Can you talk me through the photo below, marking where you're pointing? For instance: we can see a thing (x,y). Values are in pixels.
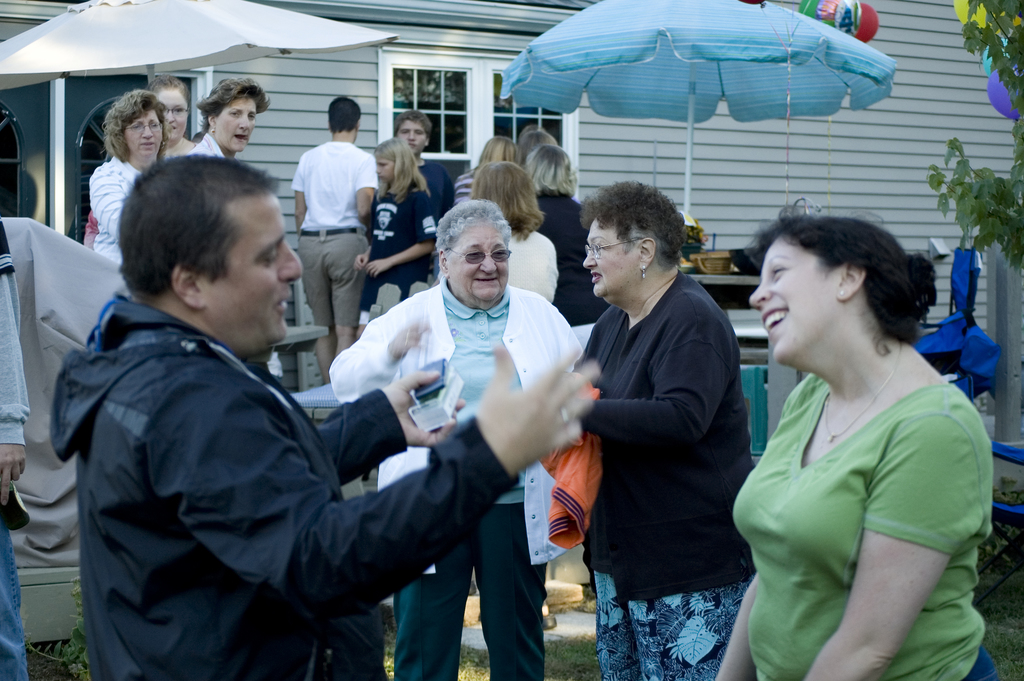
In this image there are a few people (427,311) standing with a smile on their face (756,301), one of them is holding an object (458,391) in his hand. In the background (527,73) there are two canopy's (164,55), beneath that there are few objects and there is a building (729,226). On the right side of the image (1002,38) we can see the leaves (976,200) of a tree (1017,50).
